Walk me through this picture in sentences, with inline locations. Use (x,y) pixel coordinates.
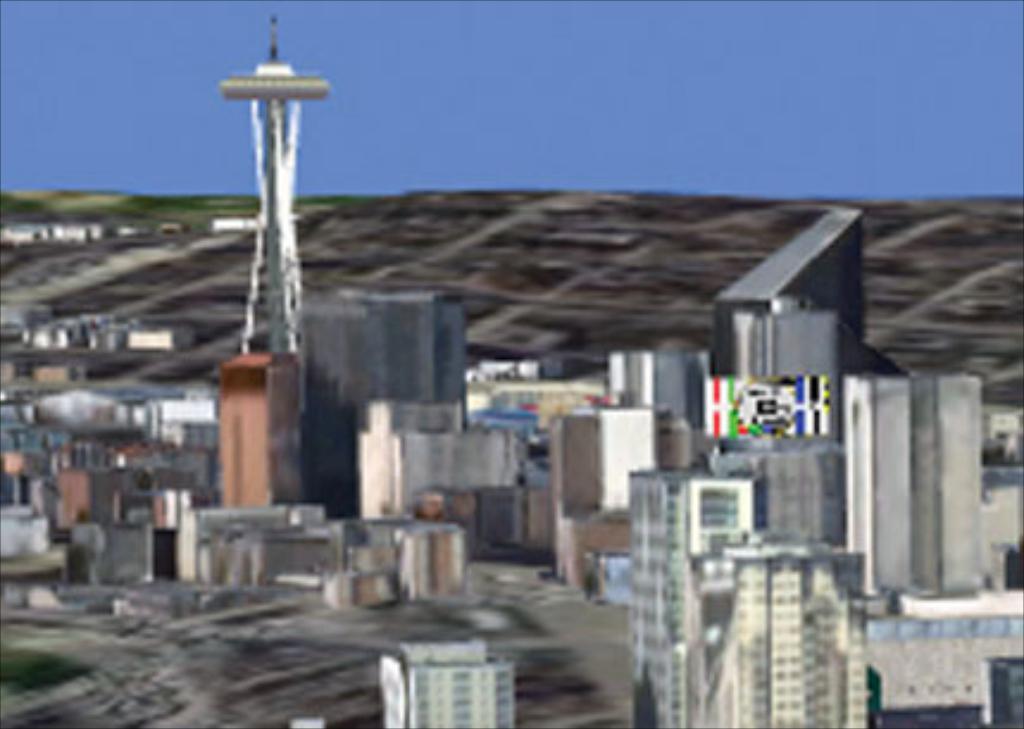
This is animated picture of a city (485,315) where we can see tower (267,90) and many buildings (681,526). The sky (589,138) is in blue color.
